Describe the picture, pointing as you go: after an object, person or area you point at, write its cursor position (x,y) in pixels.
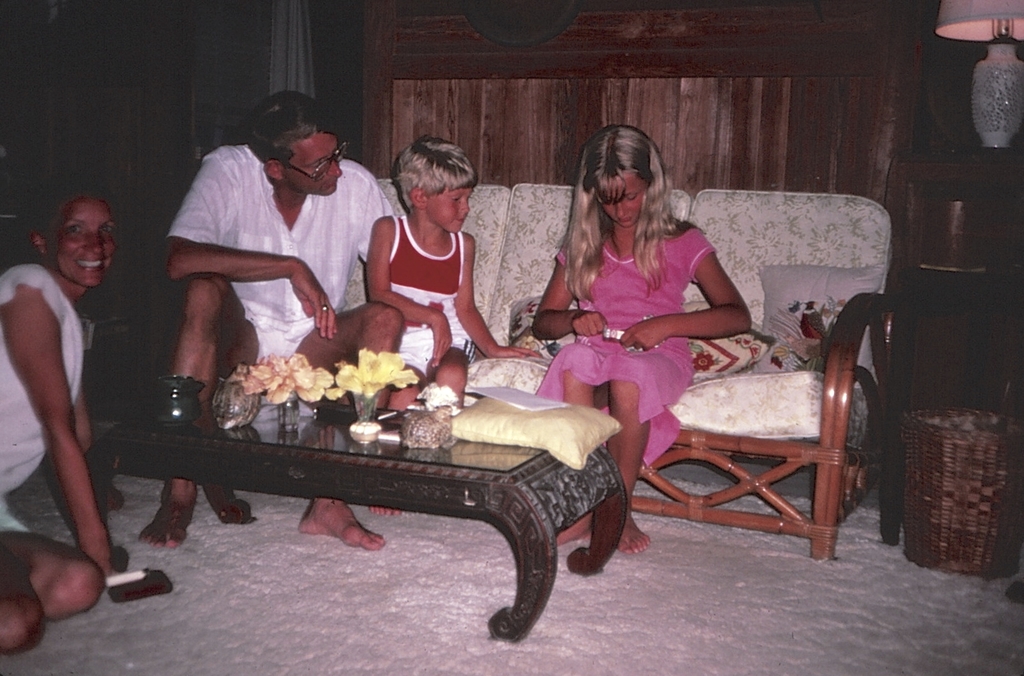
there are two persons (201,364) and two children (461,265) present in the room (35,664).
